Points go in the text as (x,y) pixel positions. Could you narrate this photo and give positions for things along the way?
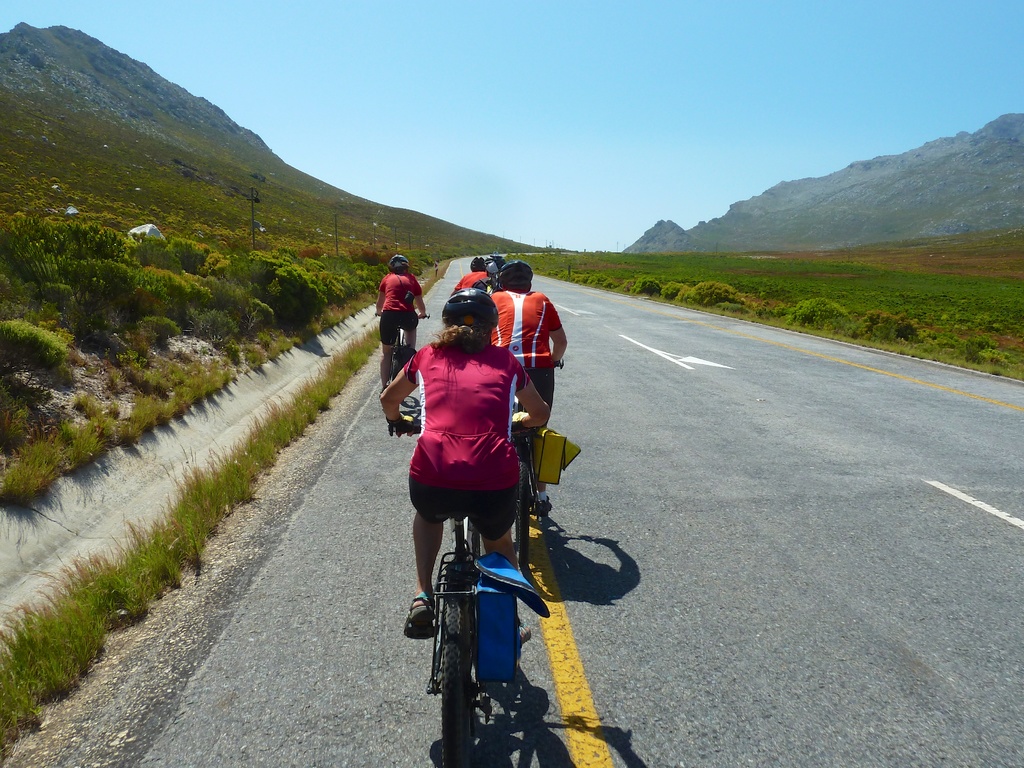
In this image we can see a group of people (545,404) wearing the helmets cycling on the road (702,602). We can also see some plants (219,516), grass (243,461), poles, the mountains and the sky (547,193) which looks clear.
